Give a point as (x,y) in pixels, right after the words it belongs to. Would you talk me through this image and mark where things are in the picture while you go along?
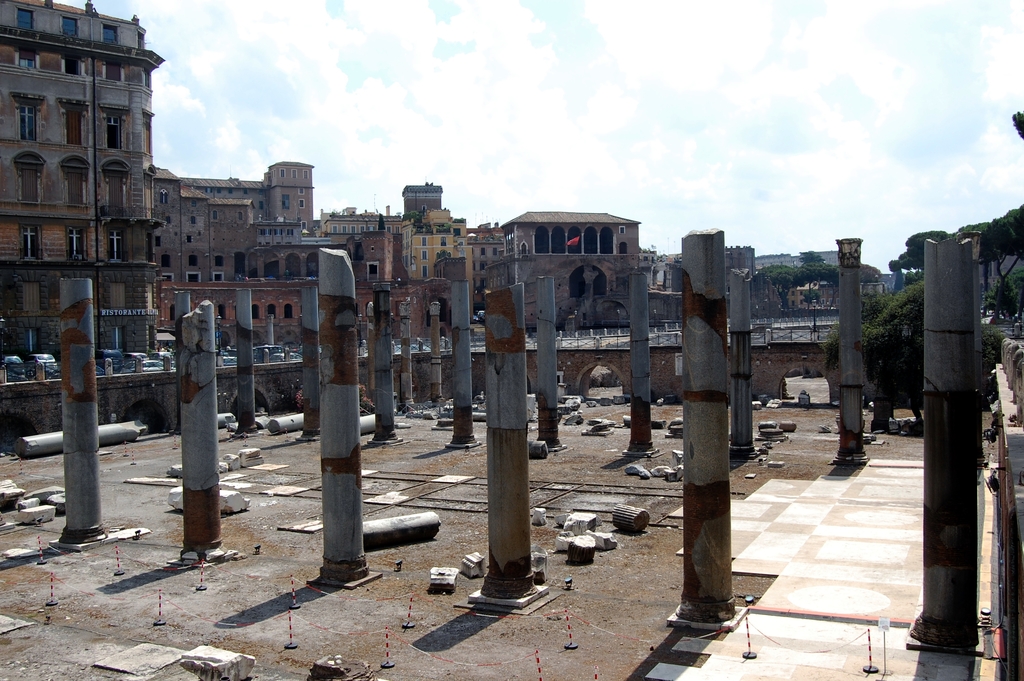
Here I can see few poles (717,447) on the ground (223,629). At the bottom of the image (621,517) there are some broken parts (635,518) of these poles (458,397). In the background (159,291), I can see few cars (159,363) on the road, buildings (261,232) and some trees (995,254). At the top (594,105) I can see the sky (460,110).
